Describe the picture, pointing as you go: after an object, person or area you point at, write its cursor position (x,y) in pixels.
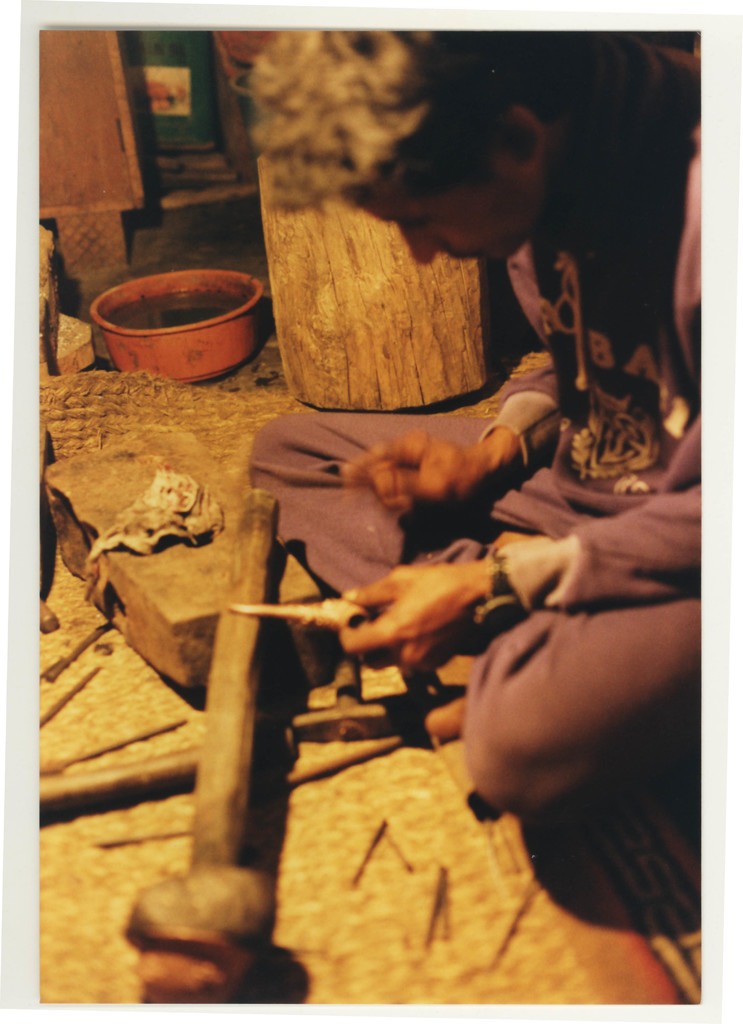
In this picture we can see a person (592,646) sitting on the ground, here we can see a bowl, wooden log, hammers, tools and some objects (191,445).
